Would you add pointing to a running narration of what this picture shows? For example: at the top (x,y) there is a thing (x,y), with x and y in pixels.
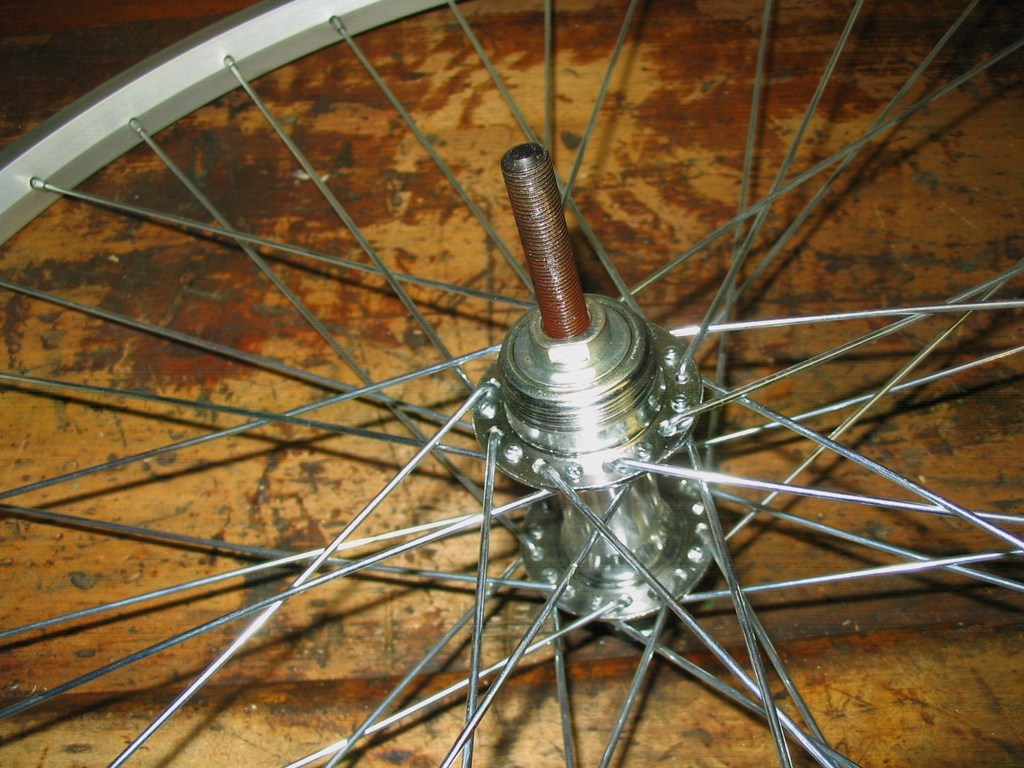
In this picture we can see a wheel (395,486) of a bicycle (672,485) on the platform (170,673).
